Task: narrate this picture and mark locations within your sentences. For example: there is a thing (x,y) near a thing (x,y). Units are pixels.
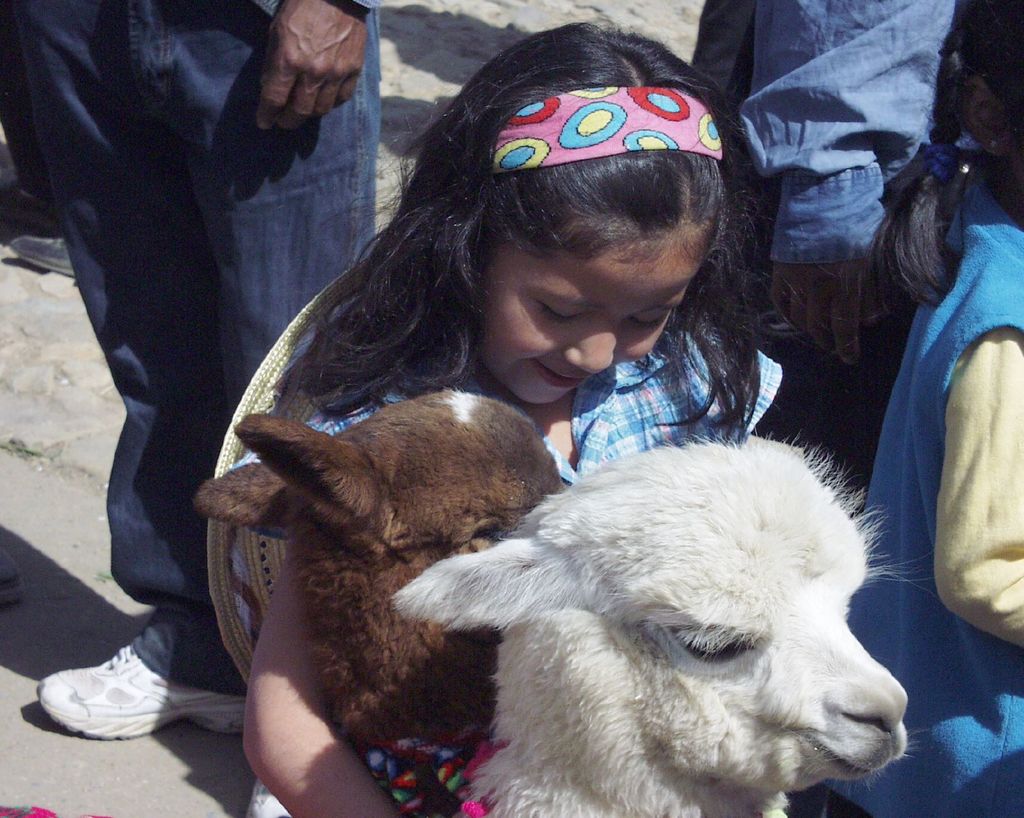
In the center of the image (560,423) we can see one girl (601,428) sitting and she is smiling. And we can see she is holding animals (522,619), which are in brown and white color. In the background (888,8) we can see a few people (766,136).
